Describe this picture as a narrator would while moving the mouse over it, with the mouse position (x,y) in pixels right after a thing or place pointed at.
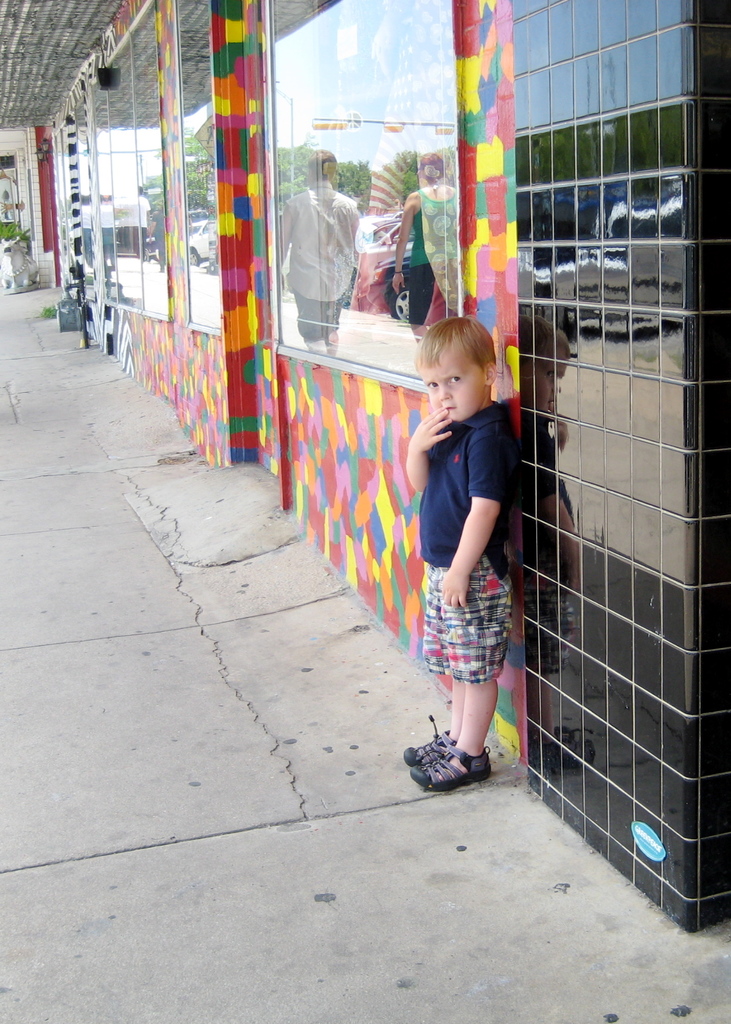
In this picture I can observe a boy (445,521) standing on the floor (282,654). Behind him there is a wall (526,95). I can observe glass windows (298,156) on the left side (124,184).
